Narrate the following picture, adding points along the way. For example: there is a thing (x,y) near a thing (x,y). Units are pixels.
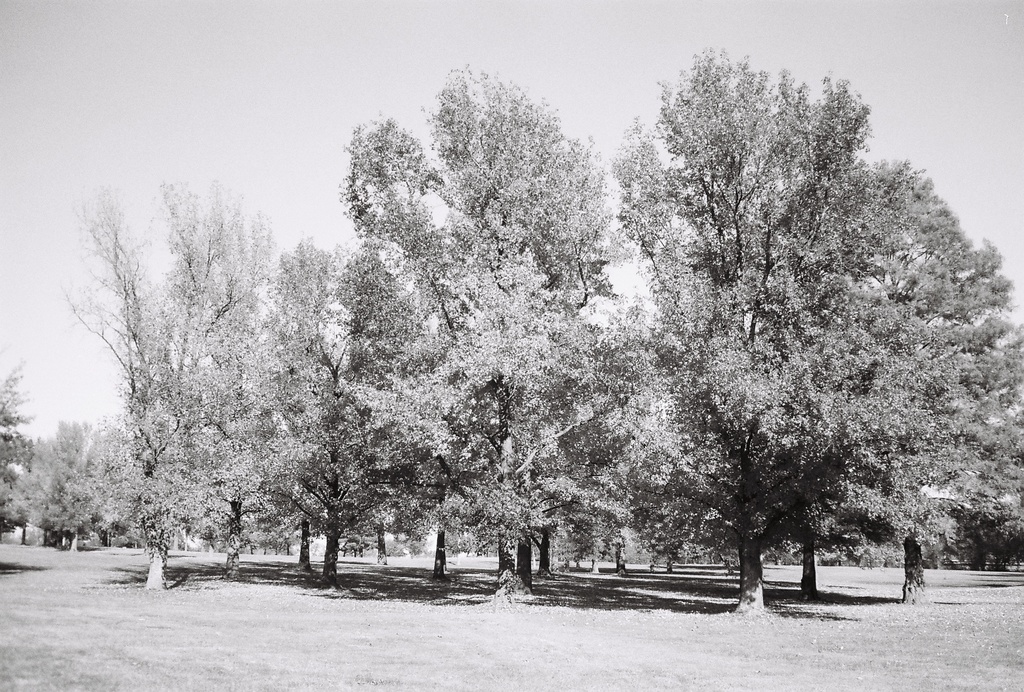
This is a black and white image. At the bottom (243,668), I can see the ground (244,651). In the middle of the image (559,301) there are many trees (277,359). At the top of the image (212,99) I can see the sky (139,110).
